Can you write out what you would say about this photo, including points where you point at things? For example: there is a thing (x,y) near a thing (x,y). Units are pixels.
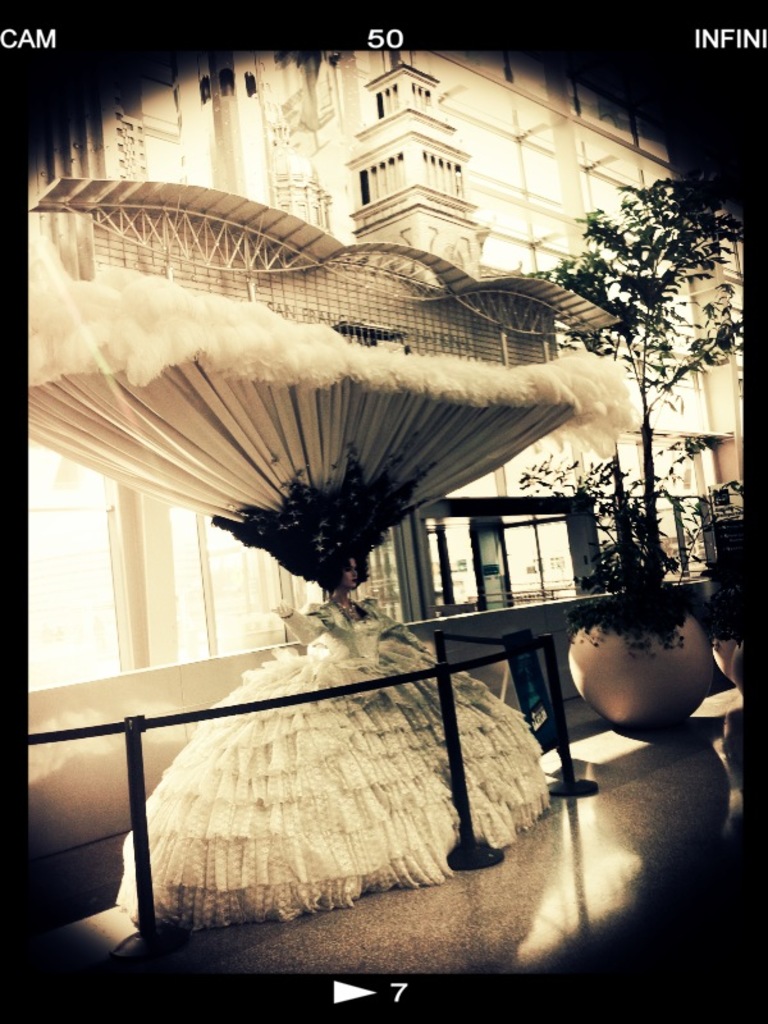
In this image in the center (349,664) there is an object (327,653) which is white in colour. In the background (342,217) there is a building (685,409) and there are trees (651,454) and there is text (716,42) and numbers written on the image. In the front (281,696) there is a railing (272,699) which is black in colour.
